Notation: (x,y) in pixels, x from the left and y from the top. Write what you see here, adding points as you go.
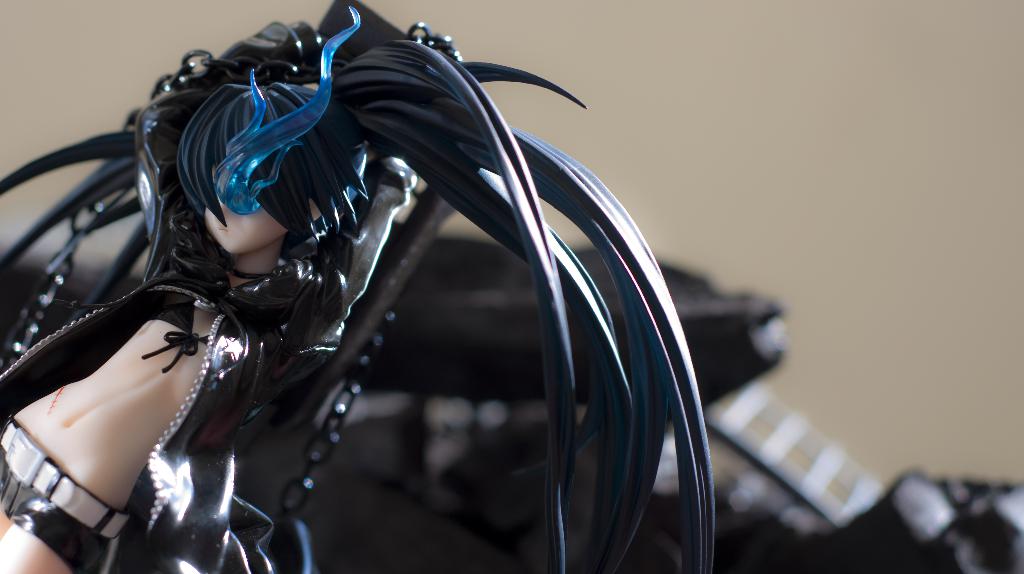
In this image I can see a toy (134,376) which is cream, black, white and blue in color. In the background (737,337) I can see few objects (743,326) which are black in color and the cream colored wall (795,181).
